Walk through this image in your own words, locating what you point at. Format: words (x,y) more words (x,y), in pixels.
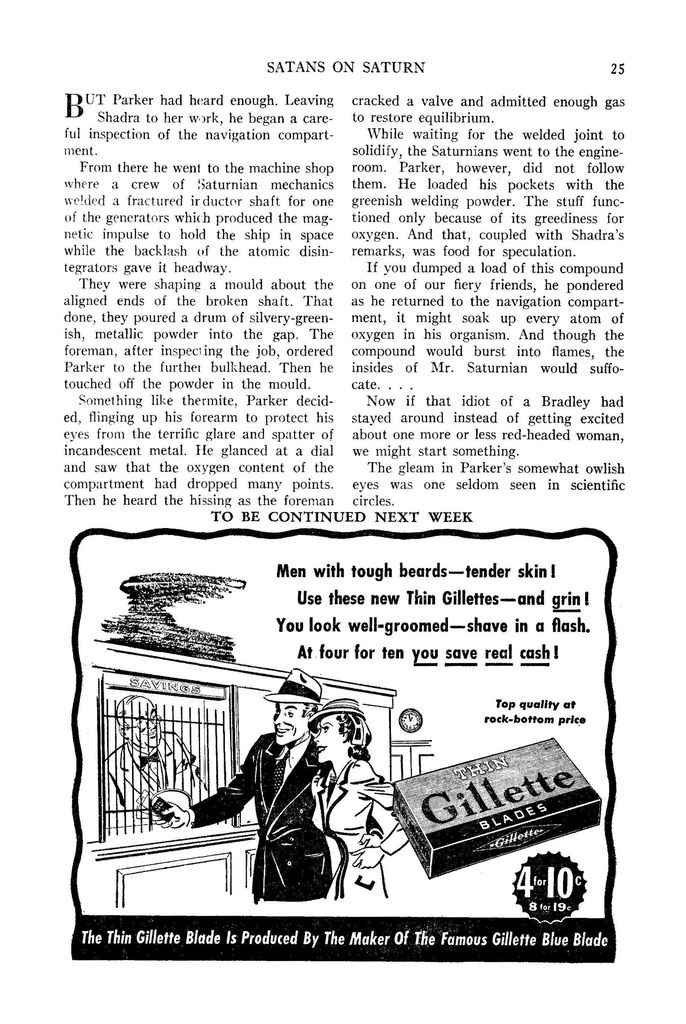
This might be a poster in this image there is text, and there are some persons (239,803), building (137,838) box (478,805) and clock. And at the bottom of the image (348,947) there is text (375,945).
